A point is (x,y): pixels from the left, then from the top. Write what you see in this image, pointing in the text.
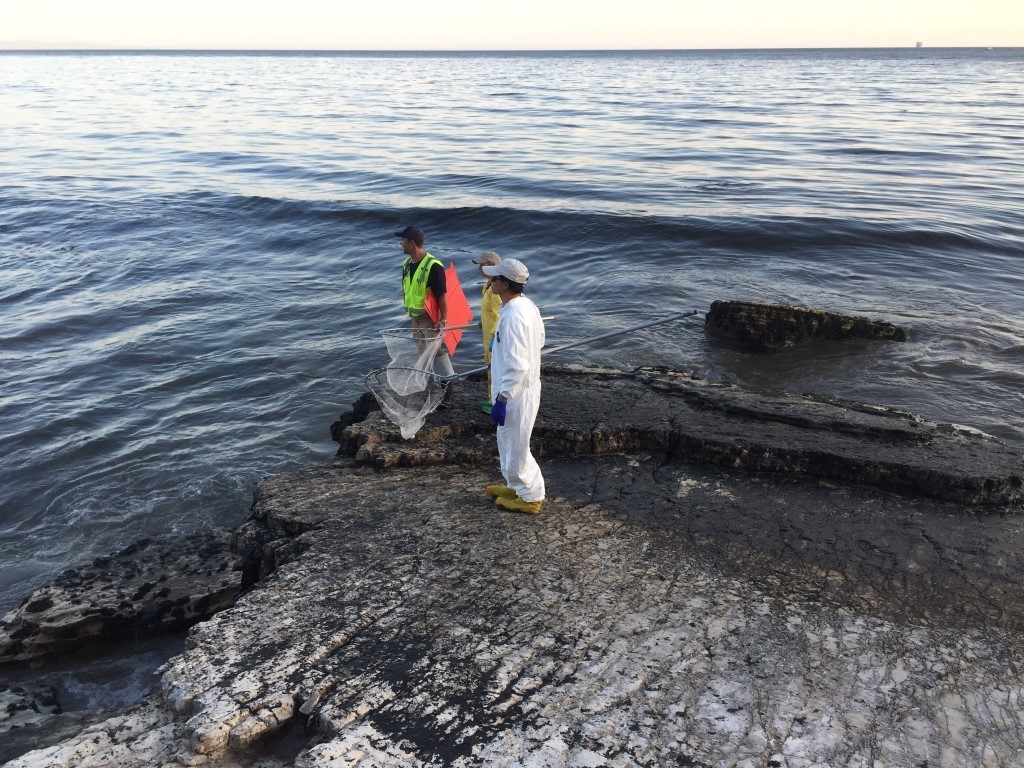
In this image I can see the ground (582,659), few persons (520,311) standing on the ground (585,678) and holding nets (433,383) in their hands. In the background (457,361) I can see the water (556,154) and the sky (833,11).
